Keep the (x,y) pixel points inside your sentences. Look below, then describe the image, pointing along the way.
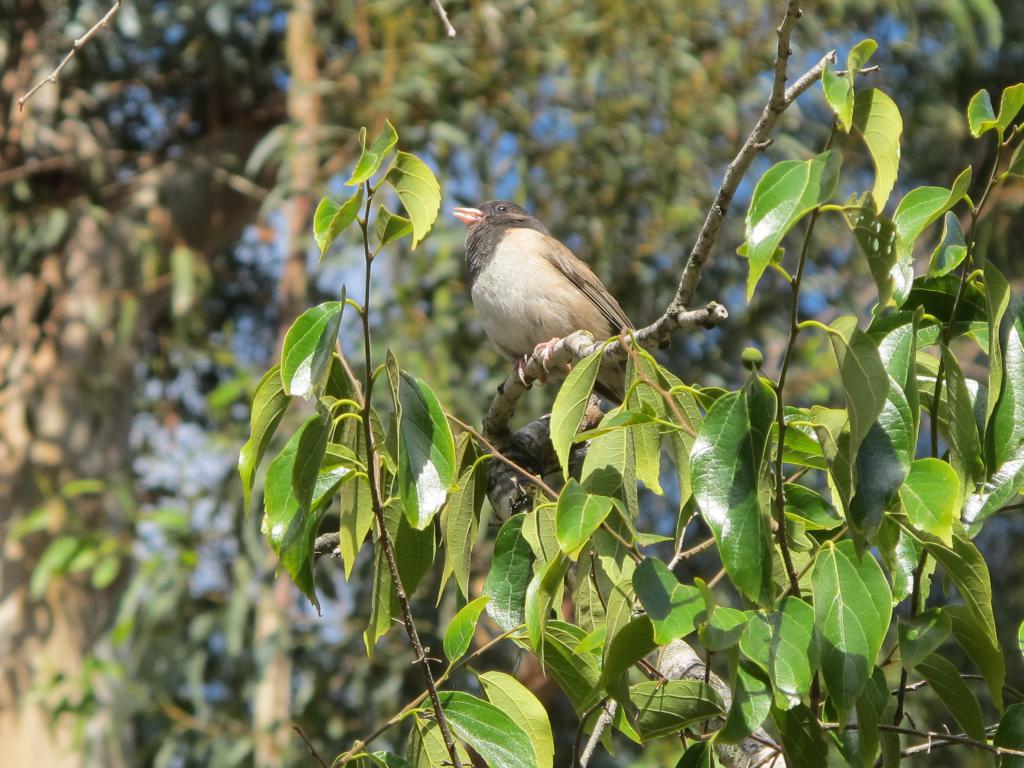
In this image, we can see a bird (547,313) on the tree stem (573,354). Here we can see green leaves (582,554). Background (11,691) there is a blur view. Here we can see trees (518,194).
